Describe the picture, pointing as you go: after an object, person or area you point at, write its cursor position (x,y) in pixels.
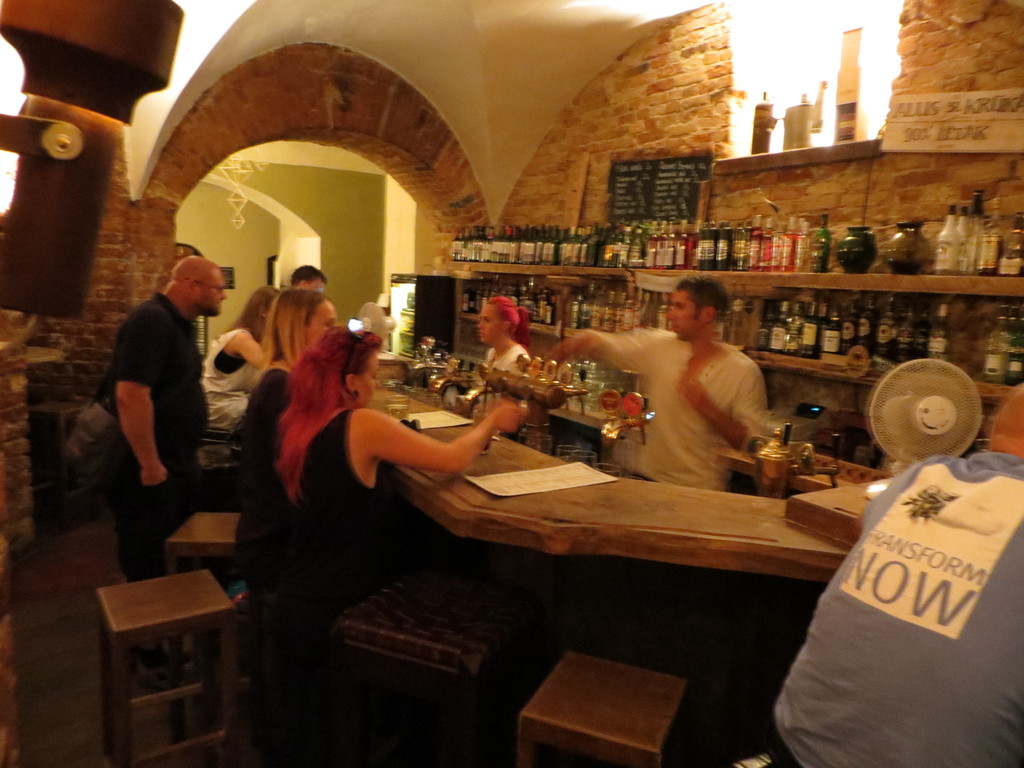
In this picture we can see wall (854,223) with bricks (836,214) and all the bottles (783,254) arranged in racks (770,297). We can see persons (318,381) sitting on stools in front of a table (557,511) and on the table (548,499) we can see papers (550,480), glasses (580,453), table fan (909,434). We can see a man (161,439) standing near to the stool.
